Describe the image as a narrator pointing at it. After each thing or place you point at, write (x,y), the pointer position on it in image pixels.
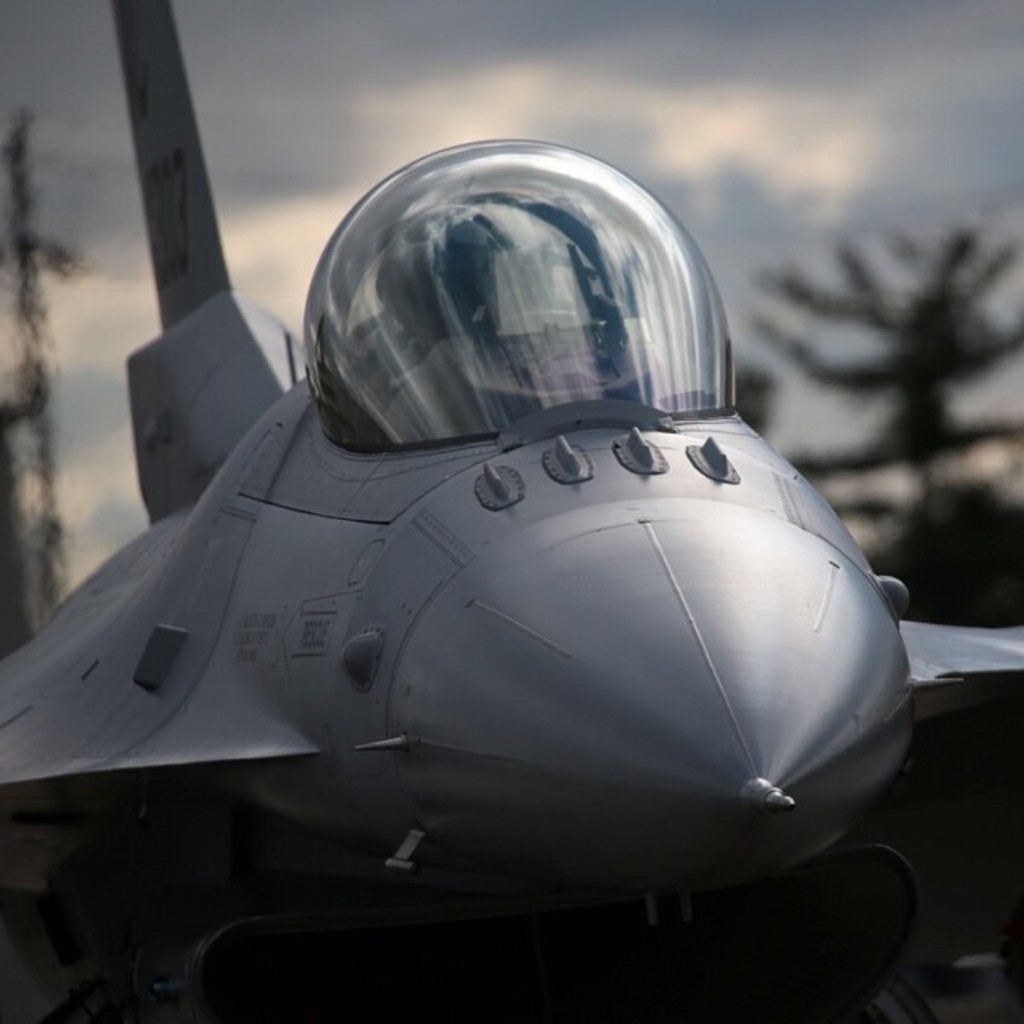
In this picture there is an aircraft (428,774). The background (33,424) is blurred. In the background (945,545) there are trees (945,545). Sky (88,181) is cloudy.
